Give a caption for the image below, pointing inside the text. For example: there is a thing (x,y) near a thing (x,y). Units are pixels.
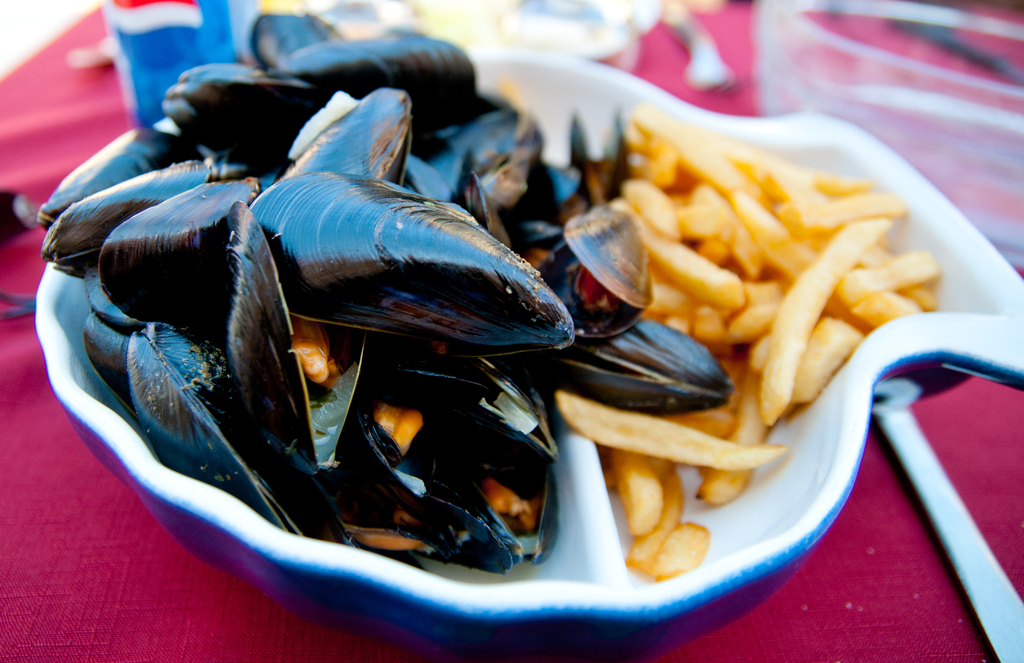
In this image, I can see sea food (458,334), french fries (696,333) in a bowl (809,413) and glasses (834,66), bowl (807,81), bottle (175,66) maybe on a table (50,138). This picture might be taken in a hotel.
